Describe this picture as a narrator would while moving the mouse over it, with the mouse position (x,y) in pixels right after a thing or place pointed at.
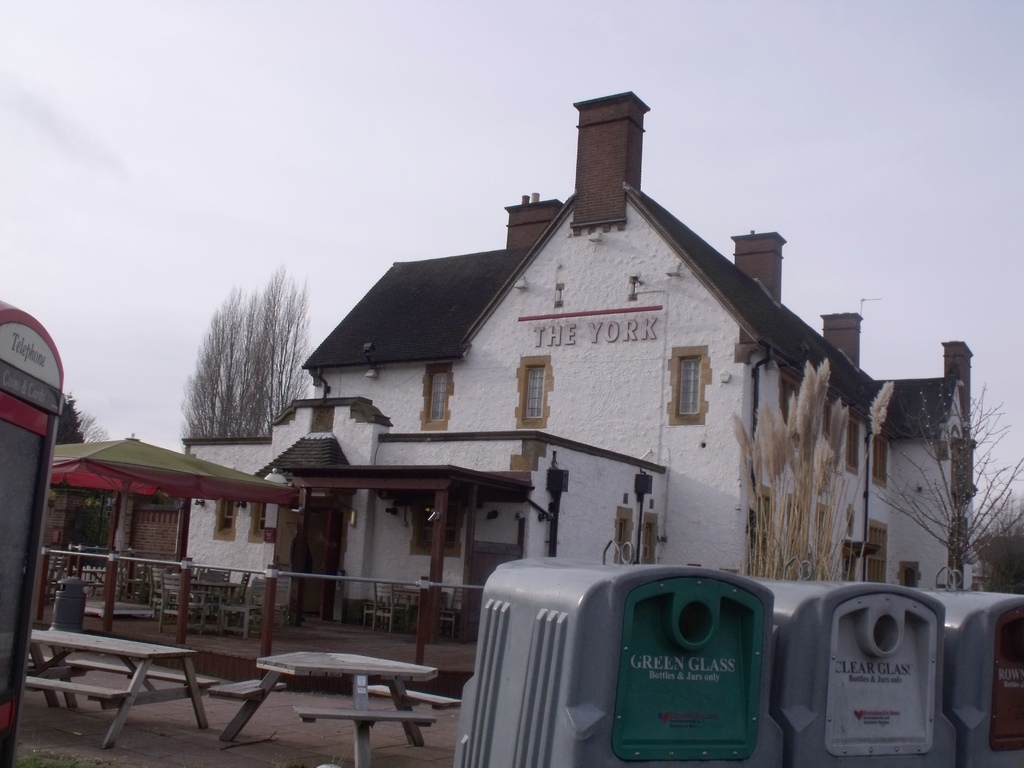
In the bottom right side (814,662) corner of the image there are bins (890,679) with text (1012,674) on it. Behind them there are tables (158,656) with benches (156,677). Behind them there is railing (297,576). Behind the railing (112,592) there is an umbrella (138,469). Below that there are tables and chairs (245,581). There is a building (859,390) with walls (721,311), windows (533,367), roofs (637,462), chimneys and a text (559,329) on it. And also there are trees (243,387) in the image. On the left side of the image (21,496) there is an object (21,467). At the top of the image (342,145) there is sky (557,107).
